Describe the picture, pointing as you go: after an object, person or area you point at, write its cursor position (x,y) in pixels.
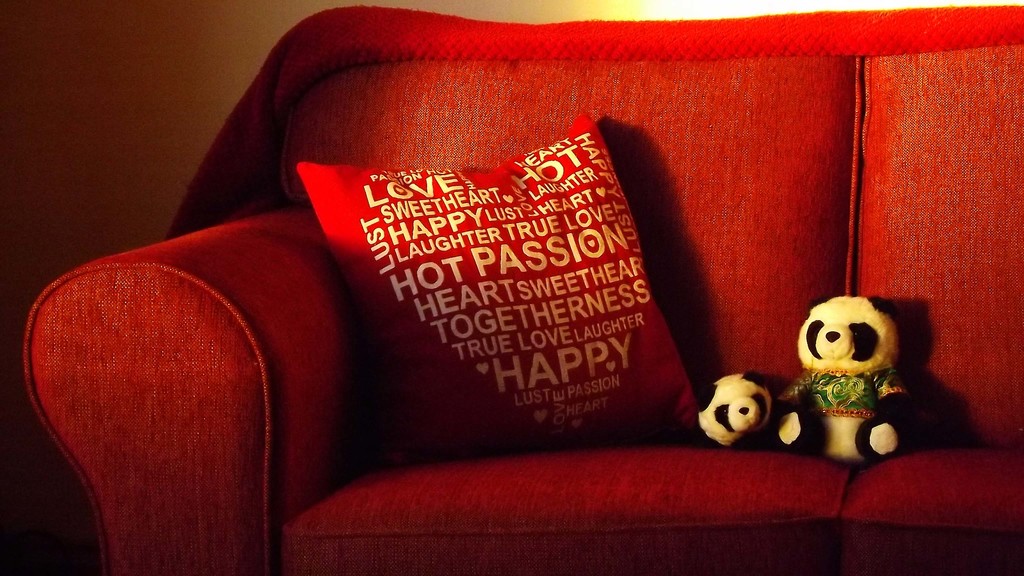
In this image I can see a red color sofa set (749,250), on the sofa set (690,144) I can see a pillow (513,253), on the pillow (513,253) I can see a text (573,312) and sofa set (756,365) I can see two teddy bears (755,417) on the left side (147,120) I can see the wall (153,120).
